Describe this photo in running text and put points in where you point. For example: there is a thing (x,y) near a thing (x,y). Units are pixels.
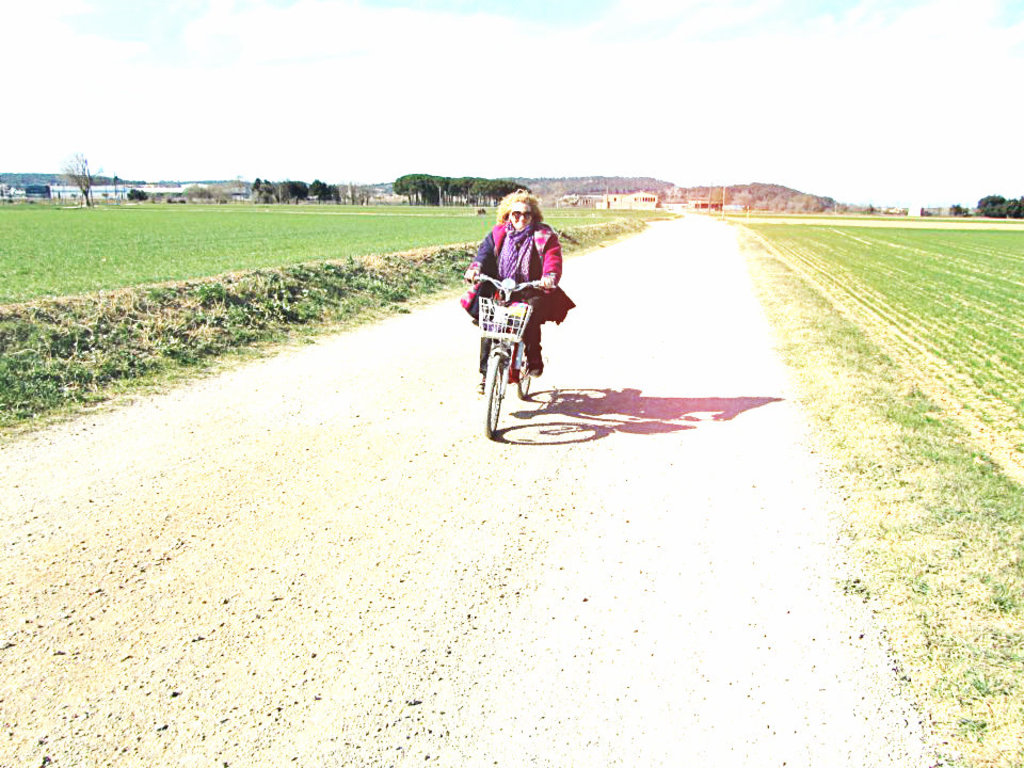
In this image I can see the person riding the bicycle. In the background (160,227) I can see the grass (129,228) and few trees (337,193) in green color and I can also see few buildings (709,200) and the sky (532,55) is in white and blue color.
